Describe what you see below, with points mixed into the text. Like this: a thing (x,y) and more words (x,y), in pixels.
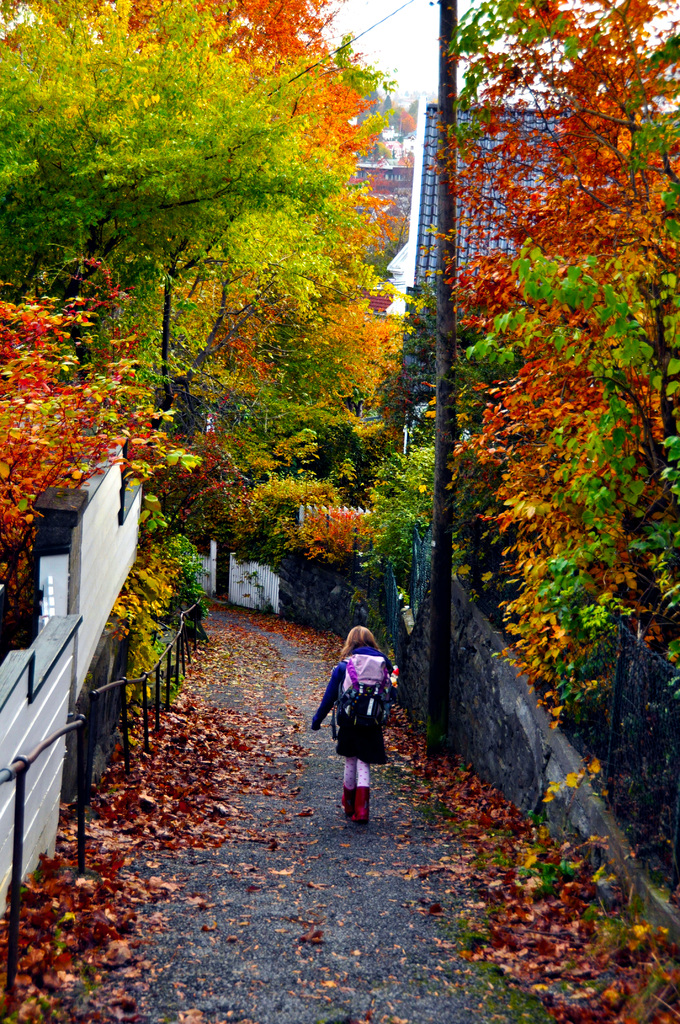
There is one kid (375,730) standing on the road (334,780) and wearing a bag (356,716) as we can see in the bottom of this image (363,698). There is a fencing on the left side of this image (83,780). There are some trees (462,428) in the background (393,475). There is a building (409,292) on the right side of this image (481,246) and there is a pole (448,247) as we can see on the right side of this image (454,431).
